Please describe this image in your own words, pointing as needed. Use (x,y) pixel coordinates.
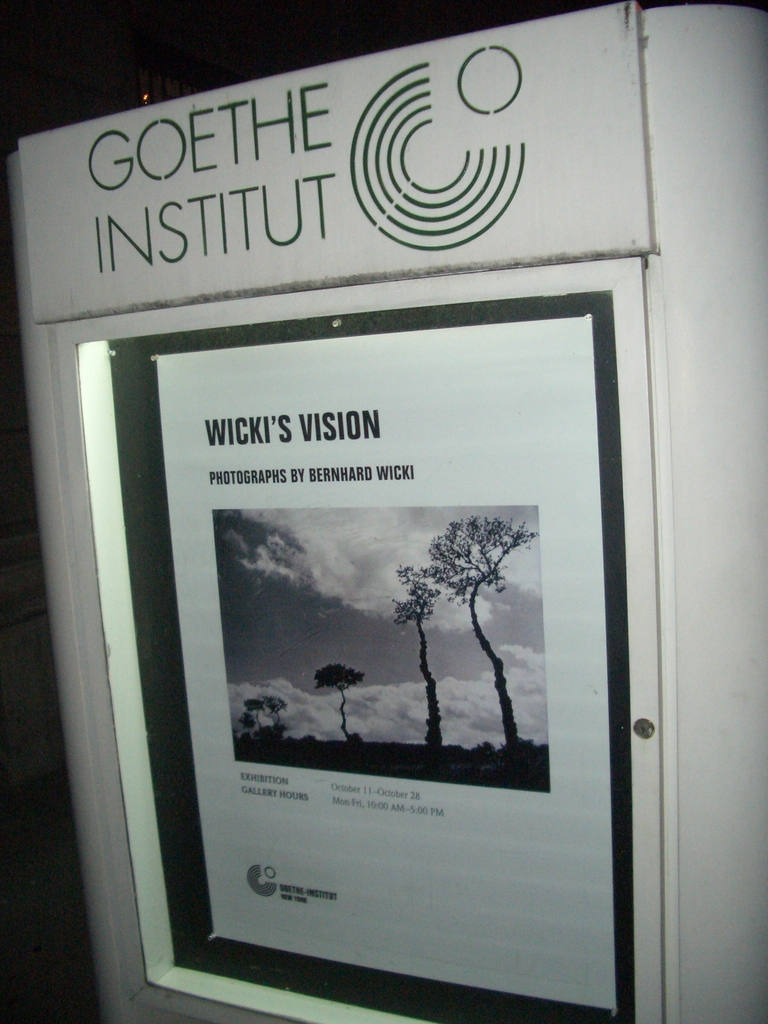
In this image, we can see an object (659,451) contains a photograph (346,522) and some text (334,472).
